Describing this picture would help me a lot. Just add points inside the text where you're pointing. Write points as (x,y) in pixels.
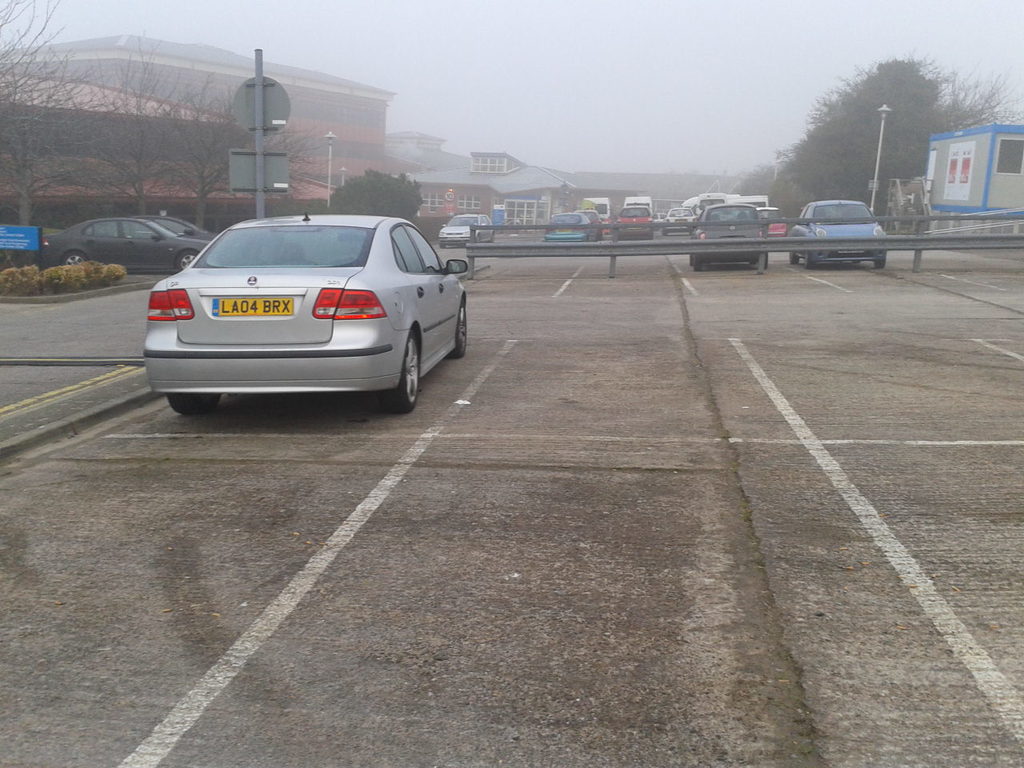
In the foreground (374,379), I can see a fence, houseplants (96,272), sign boards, light poles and a fleets of vehicles (408,255) on the road (624,295). In the background (386,200), I can see trees (834,162), buildings (422,154) and the sky (515,140). This image taken, maybe on the road (535,385).
